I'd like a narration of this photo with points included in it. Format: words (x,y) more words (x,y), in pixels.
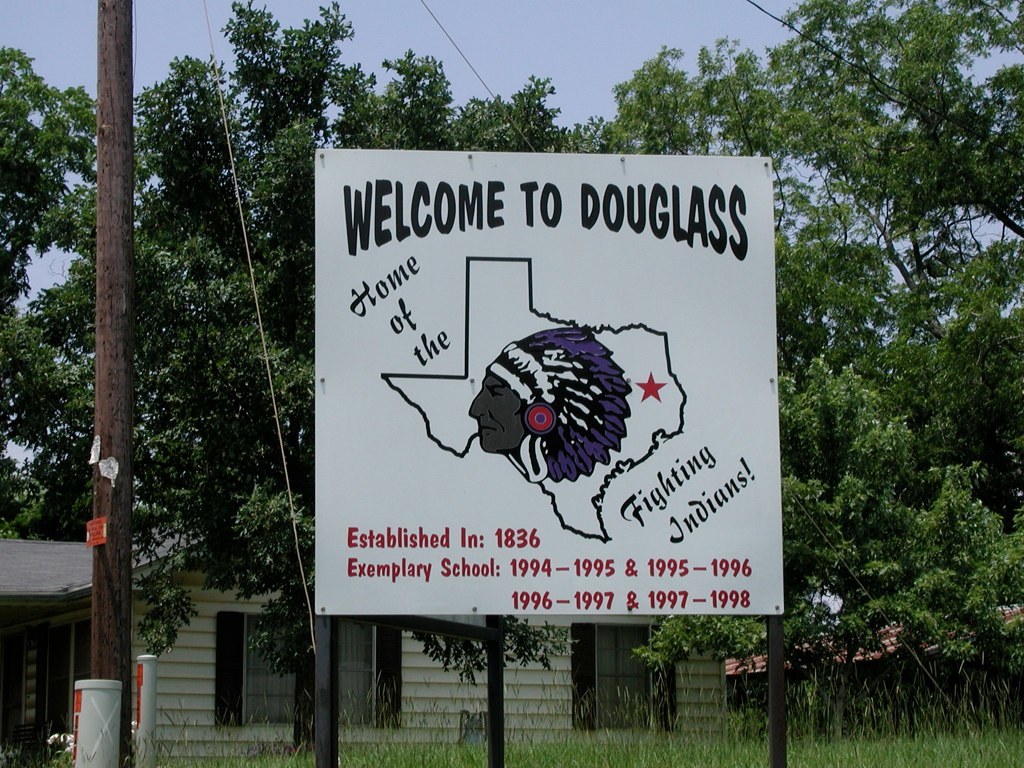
We can see board (582,475) on poles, grass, ropes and pole (130,662). In the background (73,326) we can see trees (11,394), house (31,726) and sky (656,37).
